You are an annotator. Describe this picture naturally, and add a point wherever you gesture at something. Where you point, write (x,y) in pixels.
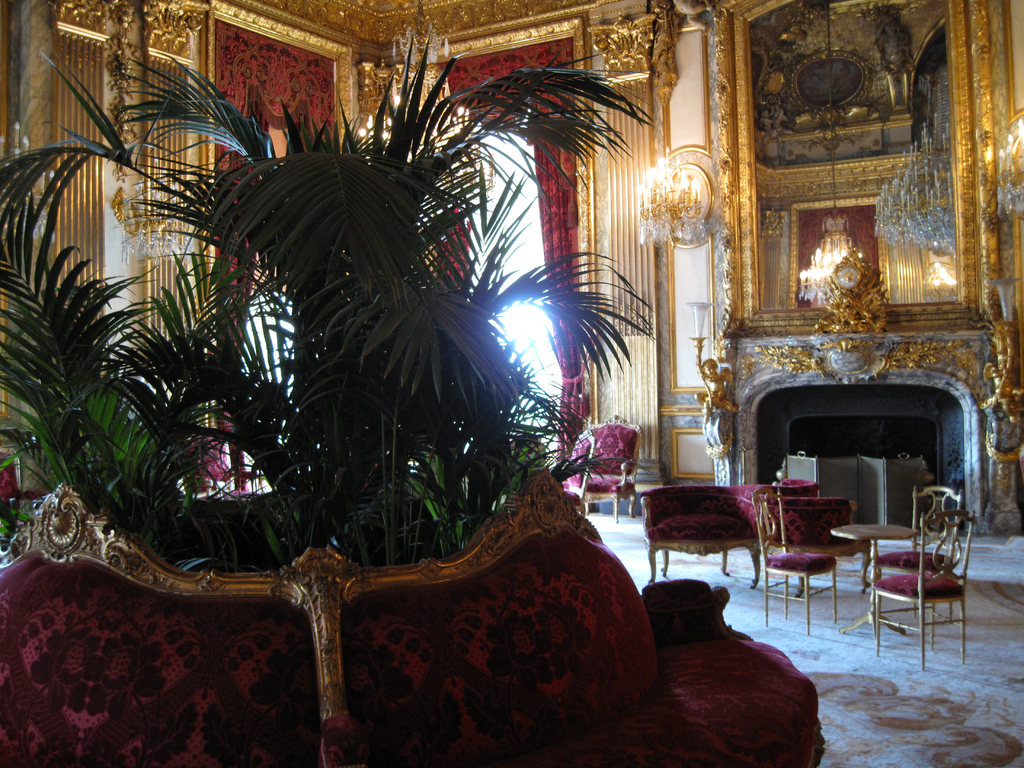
In this image i can see a couch (533,624) at the back ground (420,471) i can see a plant (433,482), few chairs (831,561), a table (856,531), a wooden wall (681,271).
